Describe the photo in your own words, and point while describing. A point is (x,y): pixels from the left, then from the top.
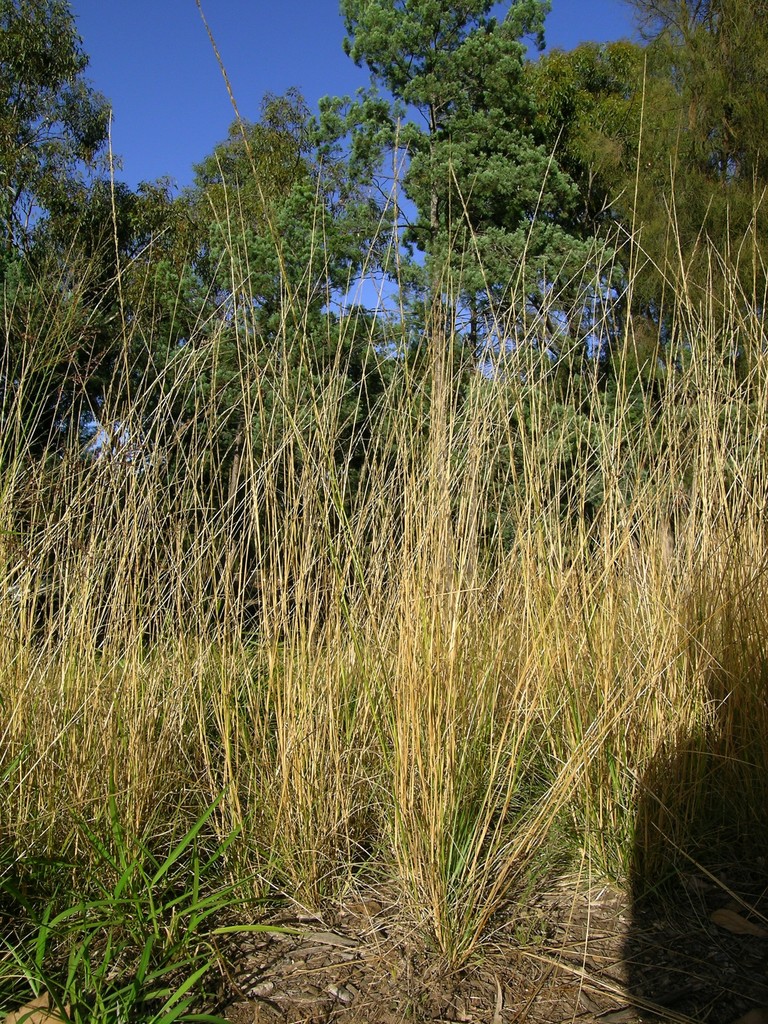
In this picture there is greenery (487,247) in the image, it seems to be there is a shadow (752,869) in the bottom right side of the image (696,950).
